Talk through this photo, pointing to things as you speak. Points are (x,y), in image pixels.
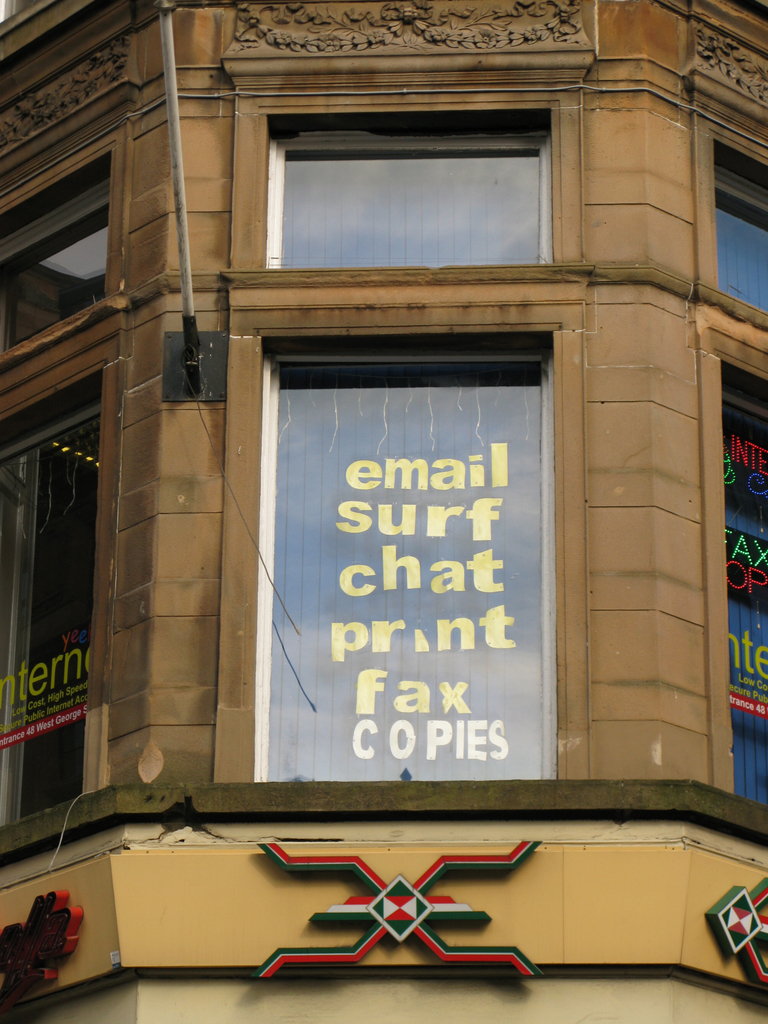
In this image we can see a building (442,458) with glass windows (332,445).
